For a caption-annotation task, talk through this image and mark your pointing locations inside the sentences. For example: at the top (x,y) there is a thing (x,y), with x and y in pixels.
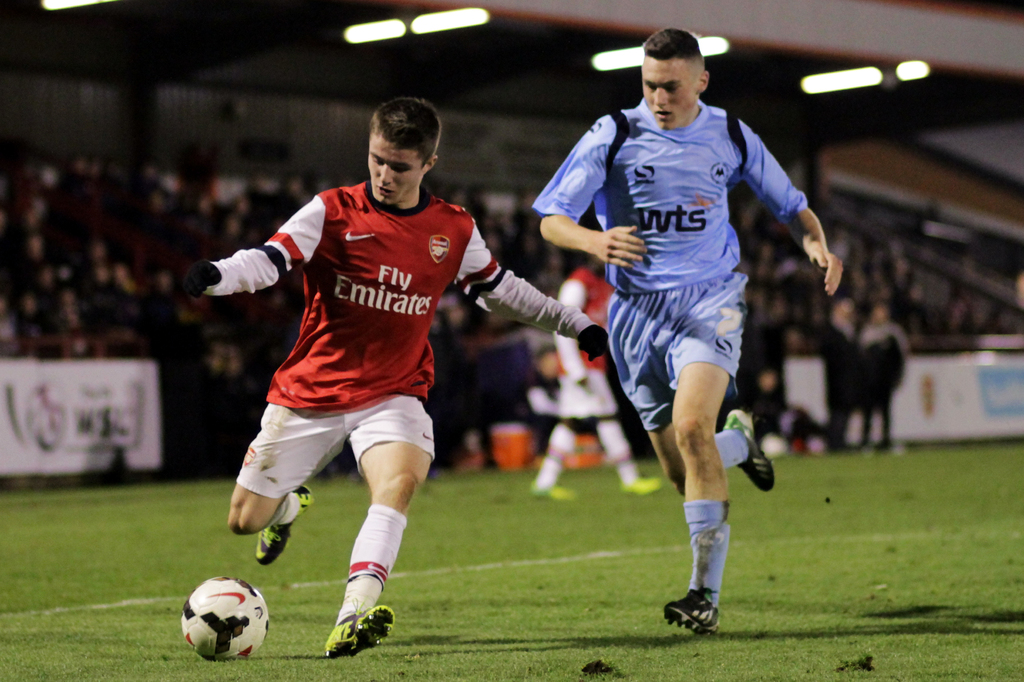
there are two persons (420,436) running on the ground (348,505) there is a ball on the ground (300,531).
